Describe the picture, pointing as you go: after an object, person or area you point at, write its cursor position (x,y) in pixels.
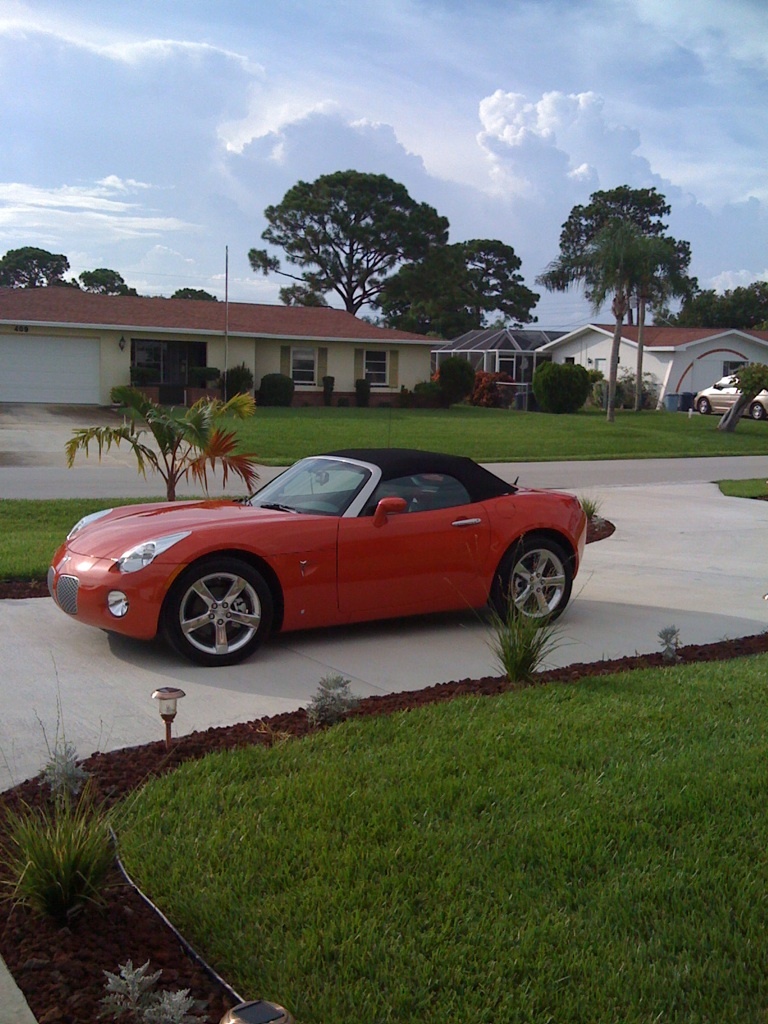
In this picture we can see cars (259,607), trees (641,364), houses (112,362) with windows (730,367), grass (349,874) and in the background (116,138) we can see the sky (360,161) with clouds (360,161).
